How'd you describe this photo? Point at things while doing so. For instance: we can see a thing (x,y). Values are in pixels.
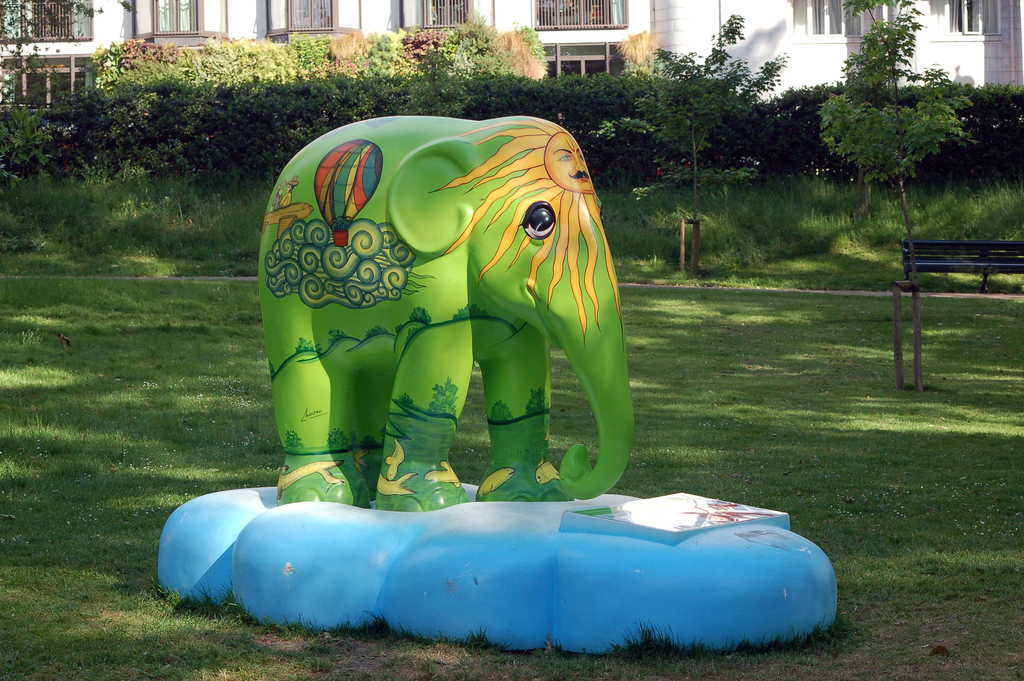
In the middle of the picture (364,267), we see the statue (422,327) of the elephant (390,348) standing on the blue color rock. This elephant (332,270) is in green color. At the bottom of the picture (161,606), we see grass (307,642). Behind the elephant (542,339), we see trees (497,36) and buildings (302,15) in white color. On the right side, we see an iron bench (963,250).
